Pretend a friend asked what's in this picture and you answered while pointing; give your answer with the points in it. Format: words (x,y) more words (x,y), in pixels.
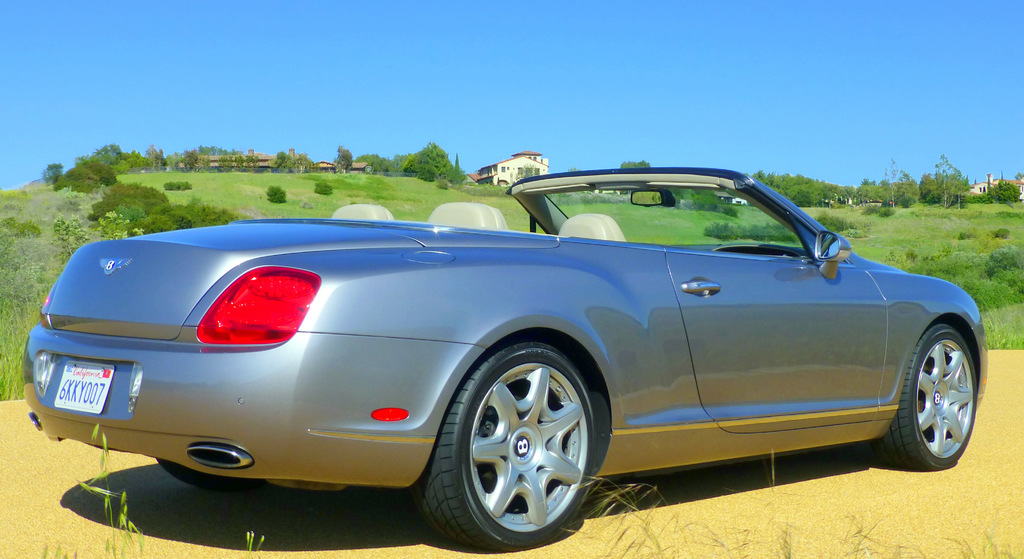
In this picture there is a car (521,329) and there are trees (439,155) and buildings (362,170) in the background (945,197) and the ground (905,226) is greenery (316,183).
